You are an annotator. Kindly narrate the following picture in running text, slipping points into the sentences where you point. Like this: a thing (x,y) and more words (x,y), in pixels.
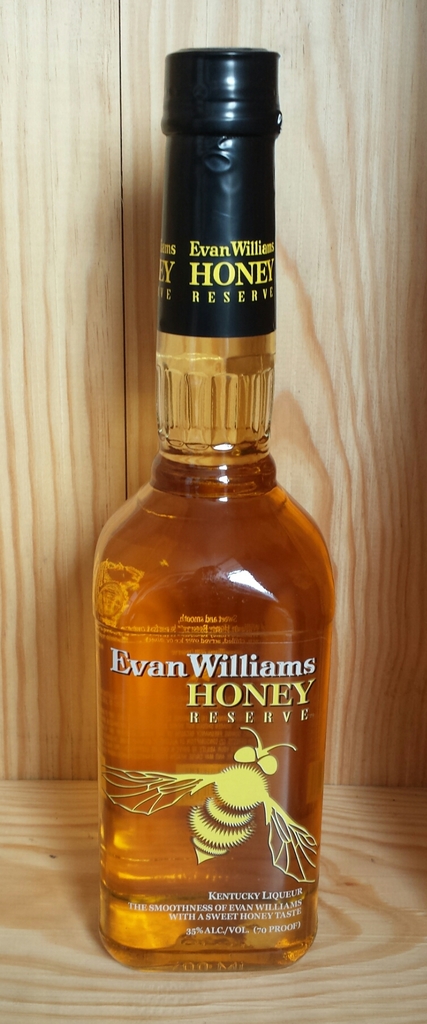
In this picture there is a bottle of honey liqueur (156,707), which is placed on the table (145,1023) and the picture of honey bee (163,774) is there on the bottle (170,693).
